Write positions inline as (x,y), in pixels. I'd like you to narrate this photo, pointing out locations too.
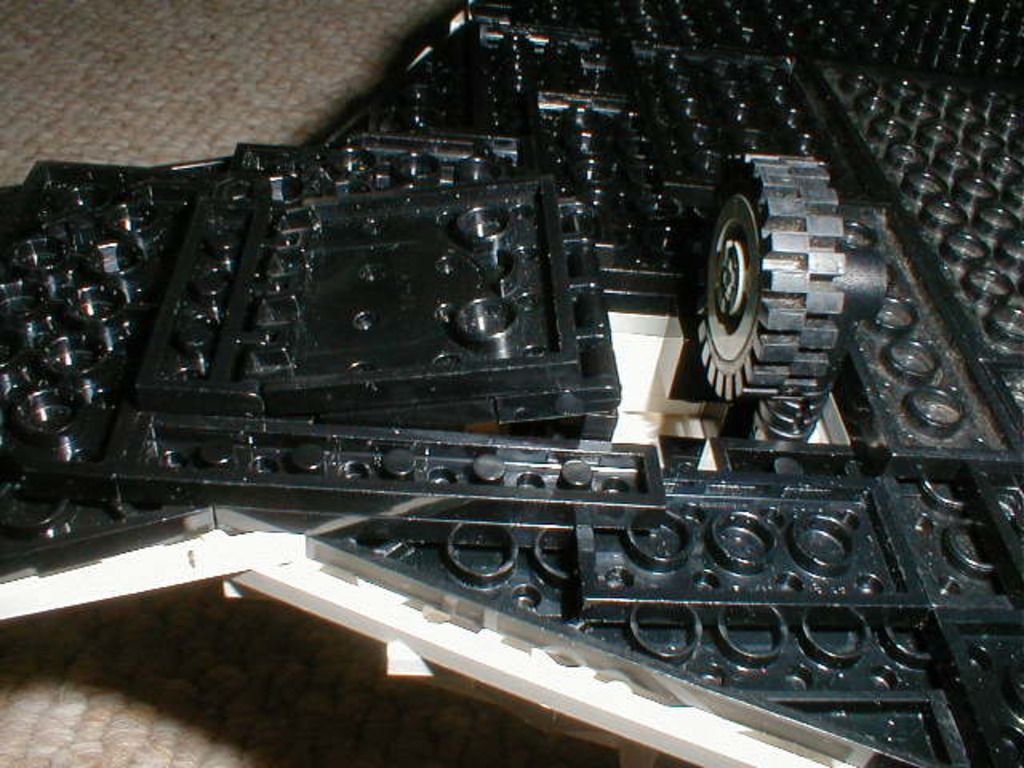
In this picture I can see there is a black frame (810,454) and a wheel (785,313). It is placed on the cream color surface (173,716).
